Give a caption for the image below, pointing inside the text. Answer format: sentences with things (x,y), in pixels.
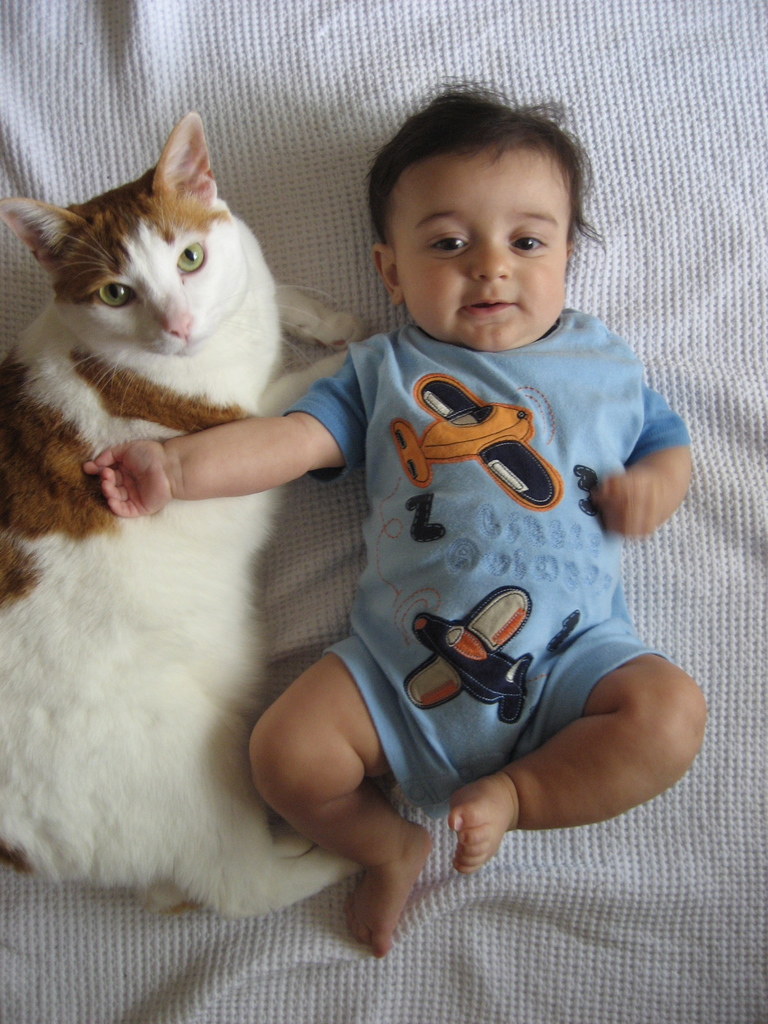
As we can see in the image there is a boy (593,431) and white color cat (238,416).
